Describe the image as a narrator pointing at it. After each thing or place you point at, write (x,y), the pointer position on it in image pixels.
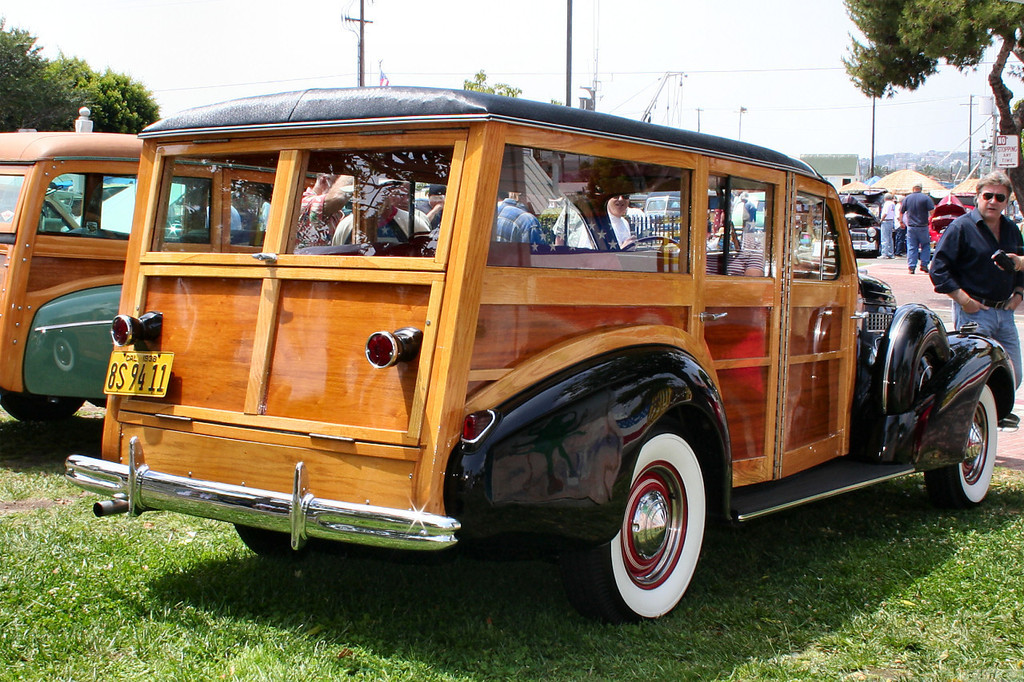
In the background (430,44) we can see the sky (430,44), house (853,161), transmission poles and wires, trees (18,60). In this picture we can see the people (992,186), railing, few objects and it seems like umbrellas (977,183). On the right side of the picture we can see a board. We can see a man (1006,177) wearing a shirt (994,271), jeans (1003,324) and goggles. In this picture we can see the vehicles (391,370). At the bottom portion of the picture (488,615) we can see the green grass (1,435).
